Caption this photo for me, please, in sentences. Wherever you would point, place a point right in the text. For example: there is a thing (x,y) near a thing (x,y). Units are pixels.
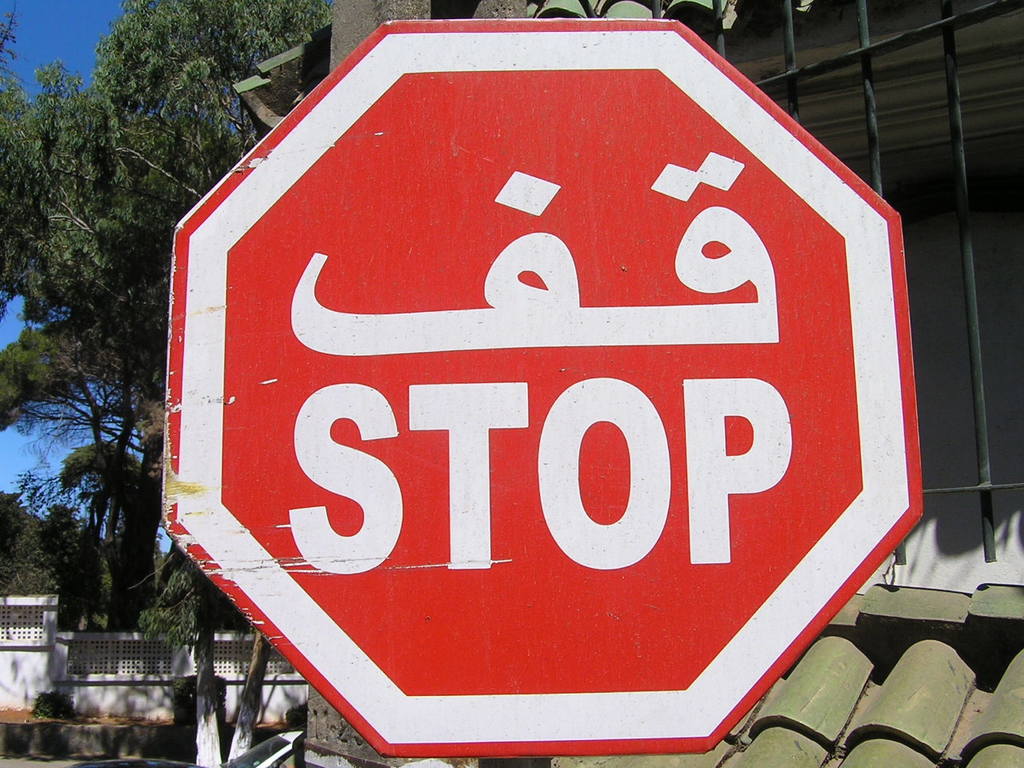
In this image I can see a red colored stop board (587,418), the green colored roof (861,699) and the black colored railing (793,59). In the background (166,86) I can see few trees (115,145), a white colored wall (73,667) and the sky (78,23).
